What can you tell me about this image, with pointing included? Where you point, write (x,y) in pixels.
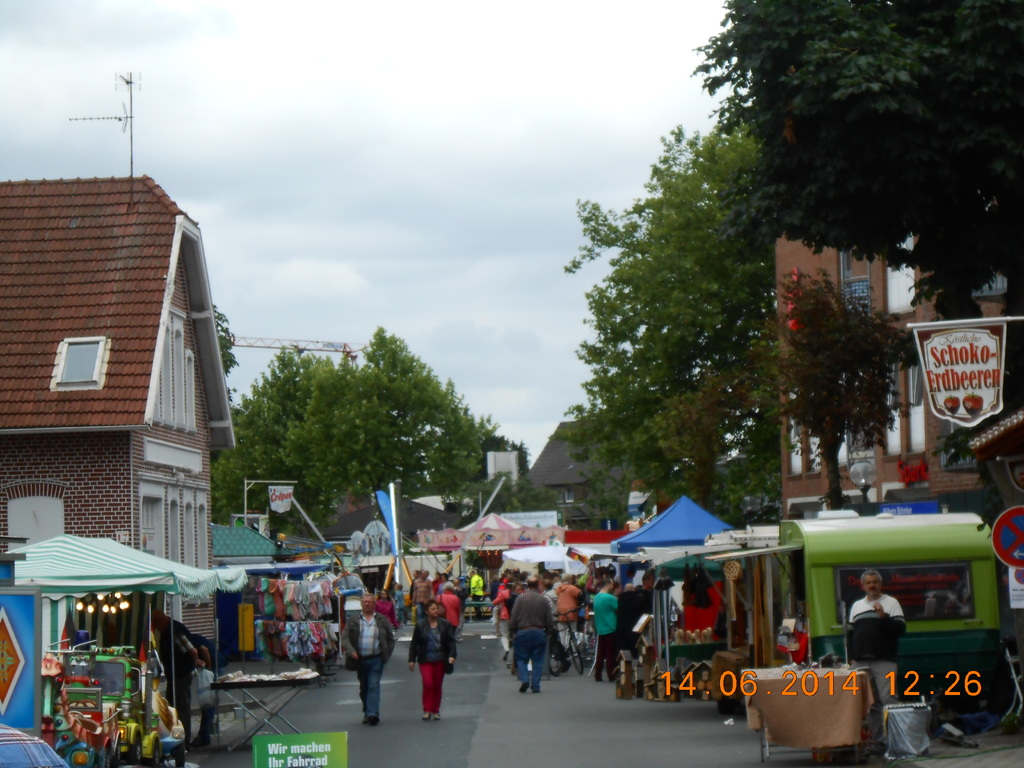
In this image I can see stalls (335,652) and people (424,655) are present. There are trees (880,404) and buildings (998,293) at the back (892,400). There is a sign board (1006,544) and the date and time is mentioned at the bottom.
